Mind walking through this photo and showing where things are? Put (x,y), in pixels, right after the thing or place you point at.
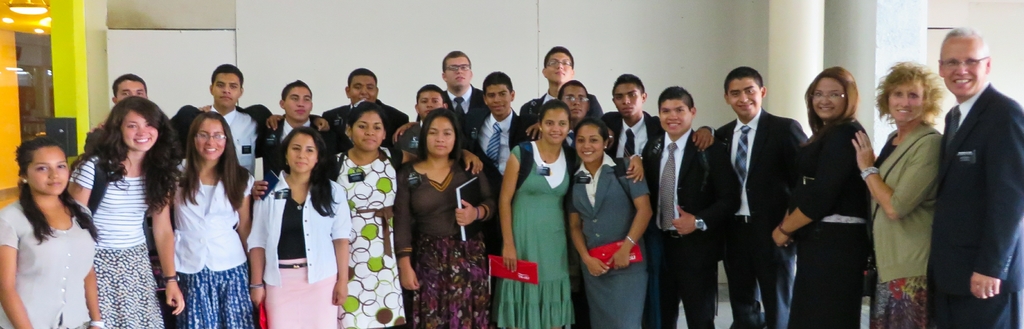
In this image in front (700,316) there are people (667,208). Behind them there is a pillar (813,24). There is a wall (694,56). On the left side of the image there is some object (73,131). On top of the image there are lights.
